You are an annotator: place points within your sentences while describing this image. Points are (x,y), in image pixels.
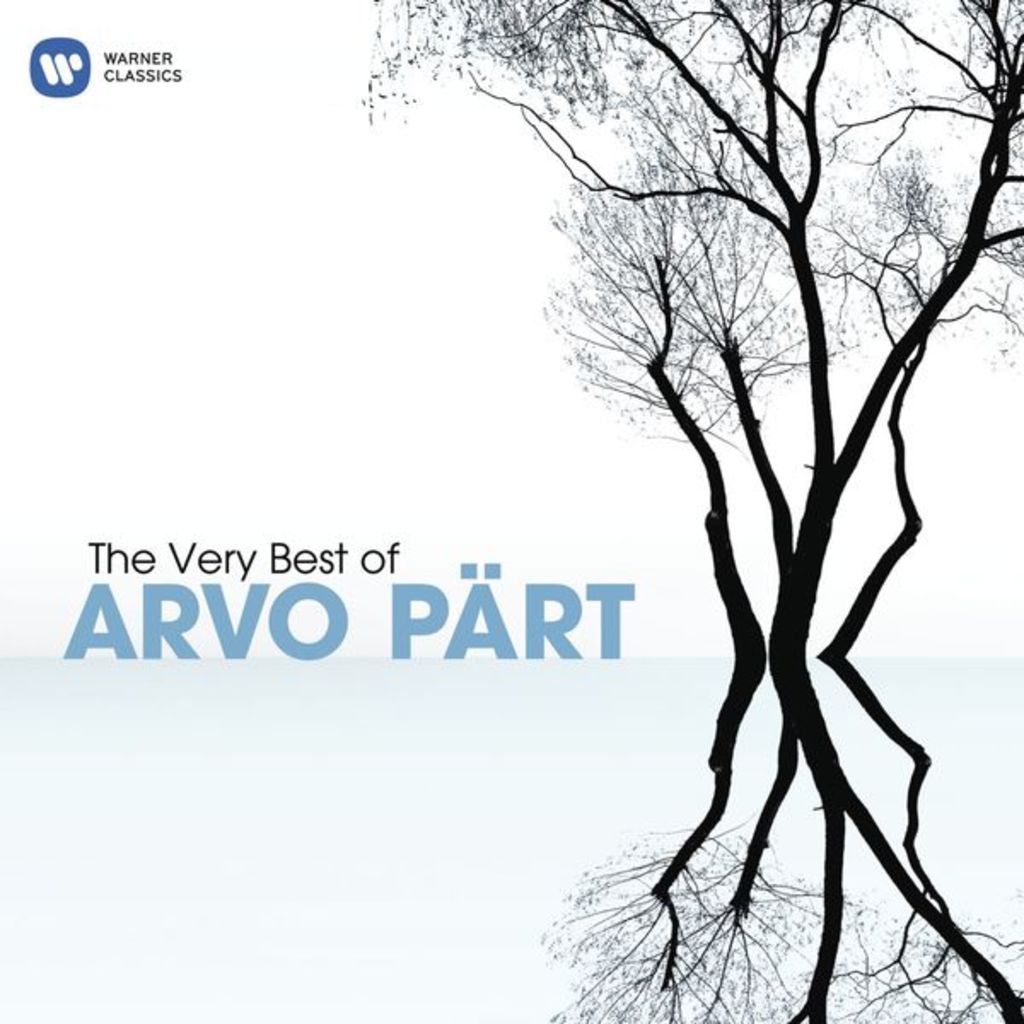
This image looks like a poster, we can see trees (779,363) and text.
